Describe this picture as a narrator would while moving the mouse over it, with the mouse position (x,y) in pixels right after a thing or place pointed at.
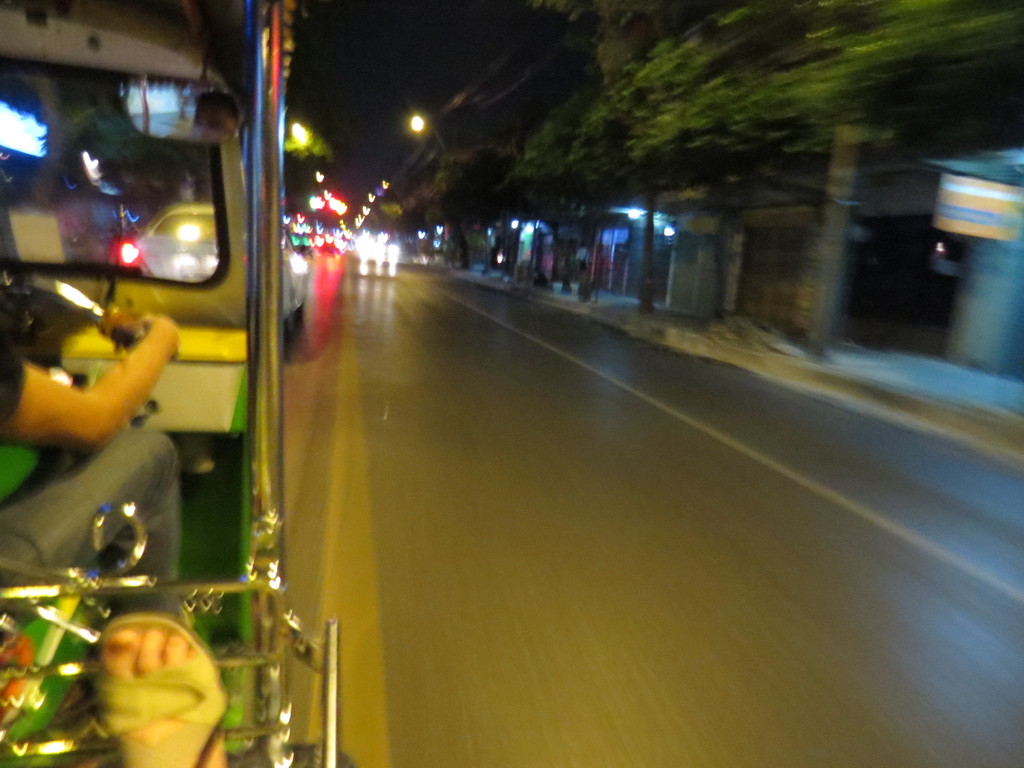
In the picture we can see a vehicle (209,464) on the left side (221,452) with a person (7,537) and a person leg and beside it we can see a road (337,261), shops (479,259), trees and lights (359,224).
